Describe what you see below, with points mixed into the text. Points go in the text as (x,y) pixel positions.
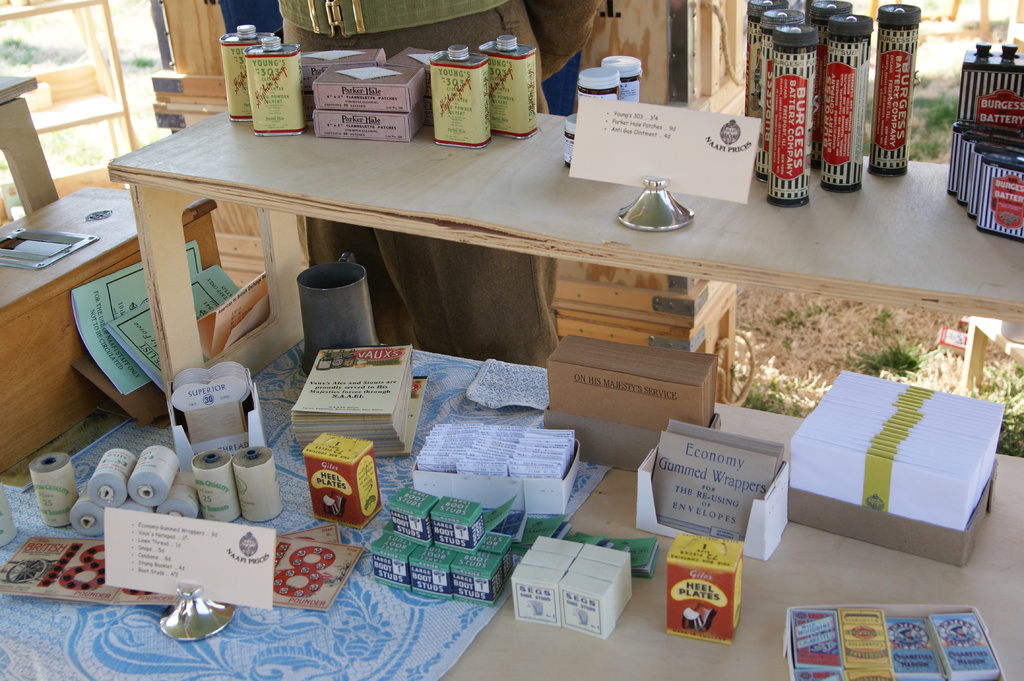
It looks like a stall (299,139) there are different kinds of tins (505,61), gum wrappers (670,470) etc. there also few books (334,389) all of these are placed upon a wooden table (857,255), a person (472,19) is standing behind of them, in the background (820,319) there is some grass (765,308).
